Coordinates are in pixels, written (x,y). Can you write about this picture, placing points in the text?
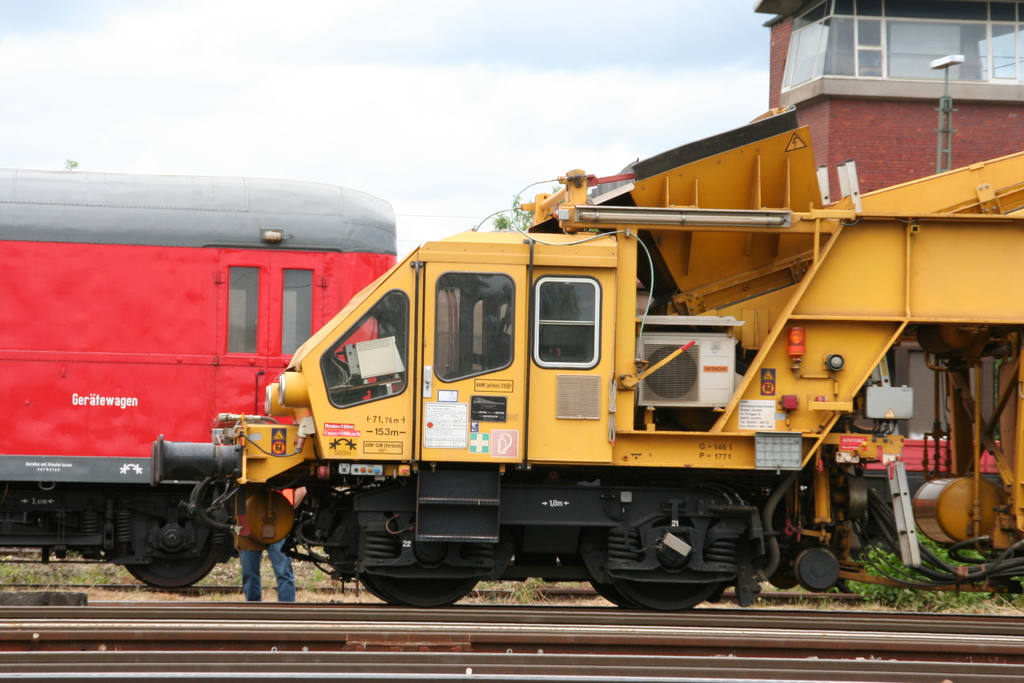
In this image we can see a yellow color train (650,412) and red color train (37,401) are moving on railway tracks (346,672). Here we can see a person's legs (280,563), we can see grass (192,595), house (834,158) and the sky (156,95) with clouds (466,12) in the background (440,183).
